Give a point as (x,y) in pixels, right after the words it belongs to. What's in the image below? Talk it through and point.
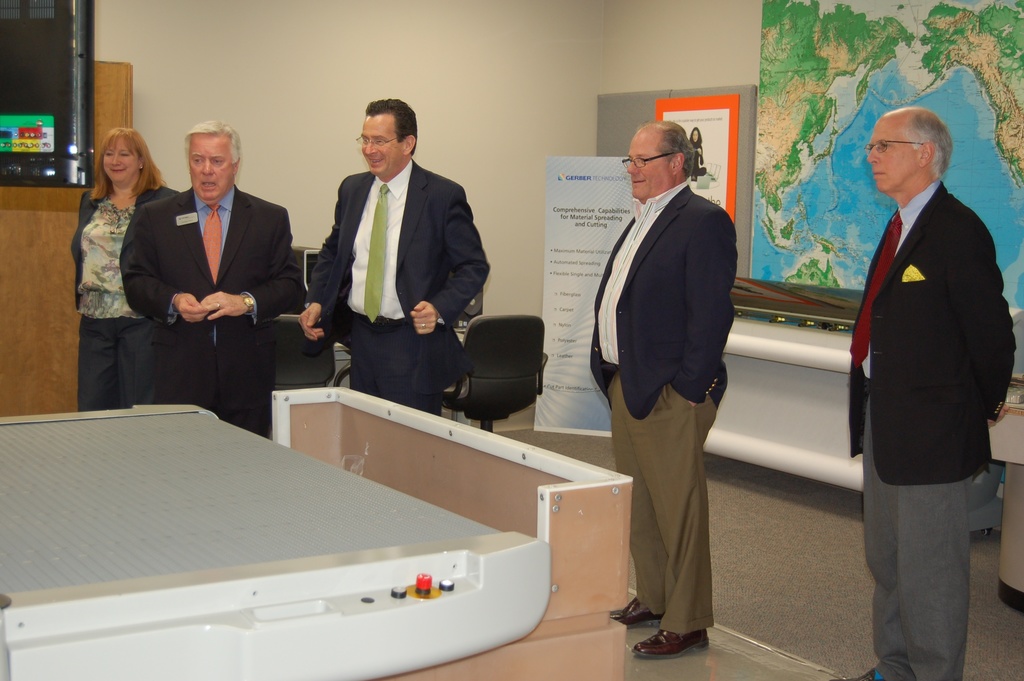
In the front of the image (456,583) I can see five people (411,269) are standing, in-front of them there is a machine (477,457). In the background of the image (871,19) there is a map (822,161), banner (613,227), board (706,144), wall (363,53), chairs (300,357) and things (803,326). At the top left side of the image (23,128) there is an object (6,106).
